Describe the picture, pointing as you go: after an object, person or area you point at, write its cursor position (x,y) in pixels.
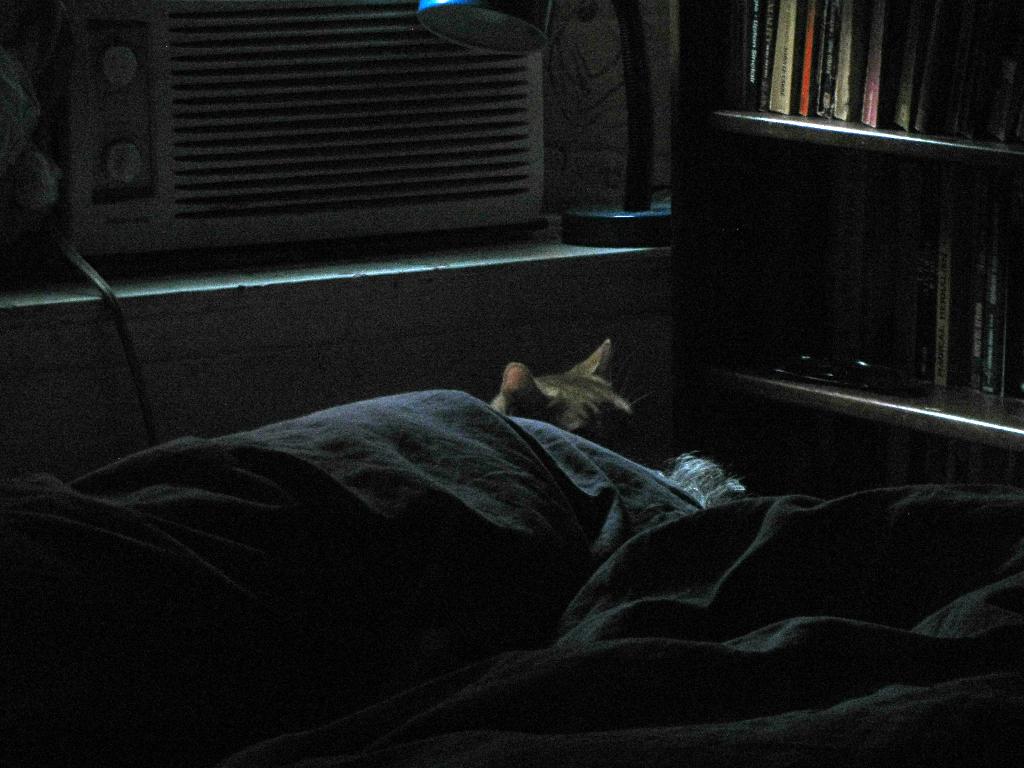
In this image I can see a cloth (619,521) in the front (657,641) and behind it I can see a cat (604,353). On the right side of this image (934,5) I can see number of books (984,191) on the shelves (857,179). On the top of this image (82,219) I can see an air cooler (381,27) and a lamp (525,42).
